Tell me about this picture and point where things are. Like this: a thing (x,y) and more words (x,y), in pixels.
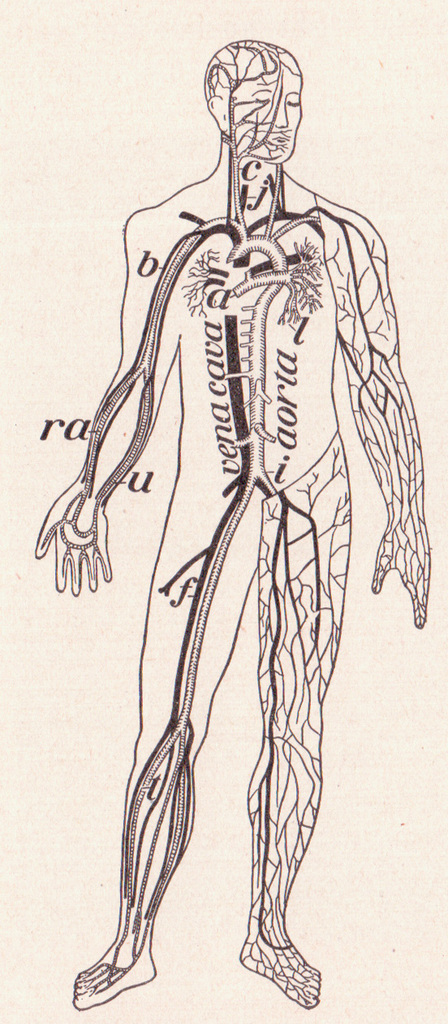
In the foreground of this sketch image, there is a diagram (303,388) of a person (295,404) and also the diagram (278,516) of internal parts (240,253) of the body (303,497).
